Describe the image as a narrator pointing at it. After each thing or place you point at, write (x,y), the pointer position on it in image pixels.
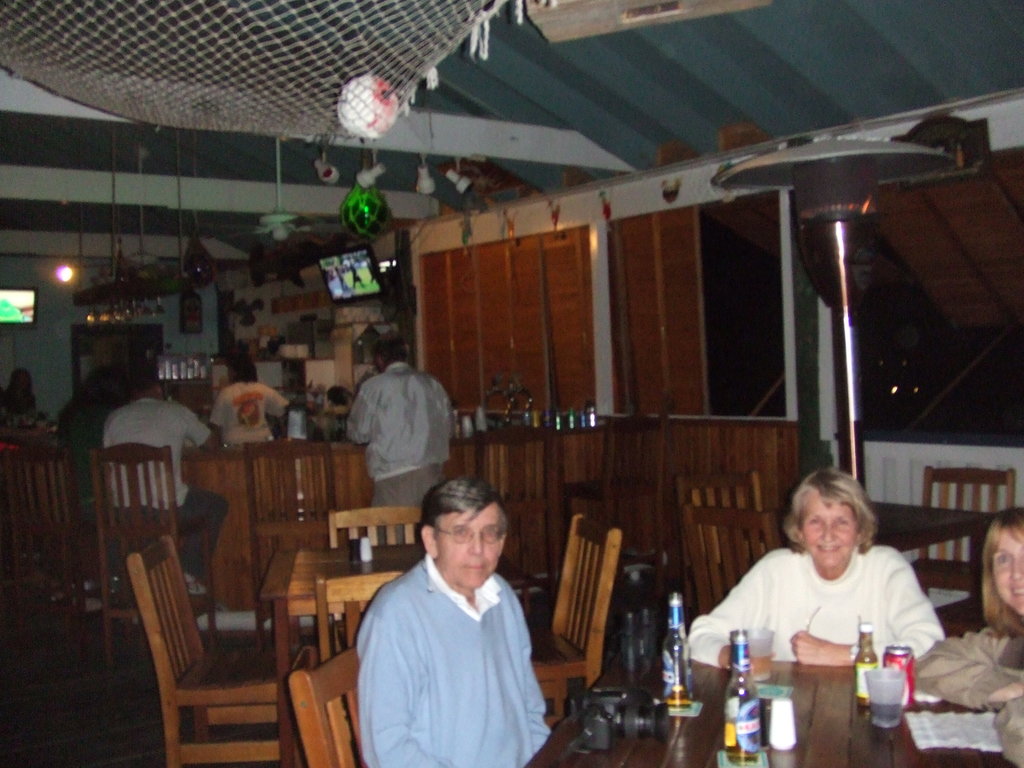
In this picture we can see three people (496,659) one man (496,658) and two women (796,596) sitting on chairs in front of a table (833,723), there is a digital camera (635,724) on a table (641,755) and also there are two bottles (737,680) of drinks (744,669) and tissue paper (945,730), in the background (209,497) we can see one man (180,497) is sitting on chair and one man (379,451) is standing and also we can see a display (352,277) here and there is a light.
